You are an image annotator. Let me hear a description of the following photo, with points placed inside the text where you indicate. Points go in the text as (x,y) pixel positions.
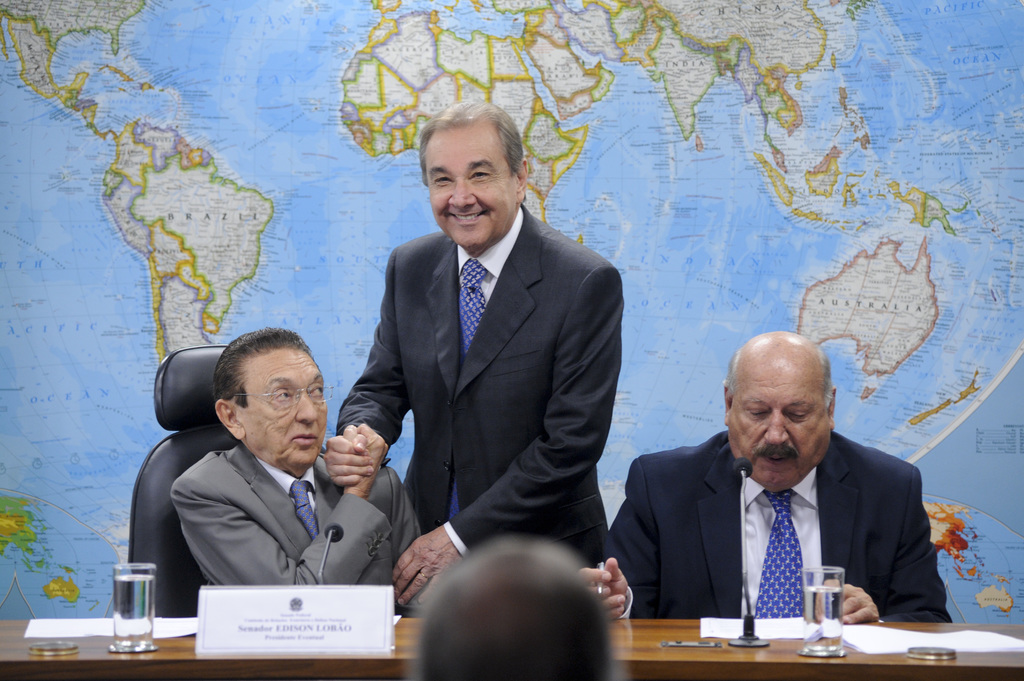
In the foreground of this image (543,606), there is a head (520,640) of a person (542,625). In the middle (510,437), there are two men (688,511) sitting on the chairs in front of a table (669,634), there are mics (322,583), a board (318,632), glasses (148,612), papers (112,632) and the paper weight (56,647) and also a man (510,337) standing, holding the hand (361,449) of the other man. In the background (352,94), there is a map (494,42).
